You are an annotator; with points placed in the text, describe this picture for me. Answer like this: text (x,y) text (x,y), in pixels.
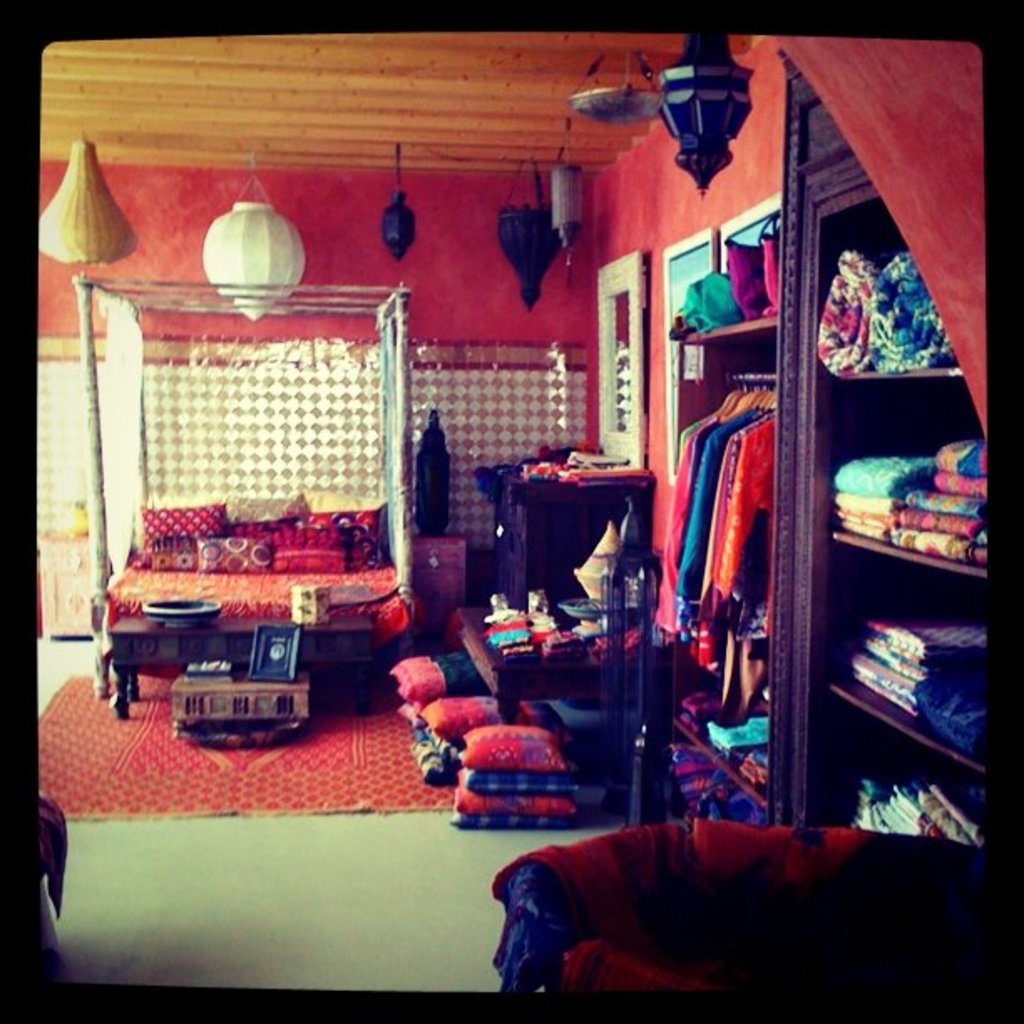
This is a picture of a room (499,402), in this picture on the right side (832,675) there are cupboards (862,724), in the cupboards (907,596) there are some clothes (700,527). And in the center (361,584) there is couch (256,610), on the couch (256,610) there are pillows (343,531) and beside the couch (335,578) there are some pillows (481,760), tables (477,629). And on the table (552,655) there are some clothes (501,643), and there is another table (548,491). On the table (558,472) there are some objects (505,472), and in the background (511,363) there is wall (306,489) at the bottom (211,919) there is floor (152,902). And on the floor (377,817) there is carpet (388,773) and in the bottom right hand corner (826,872) there are some pillows (603,896) are visible, and at the top of the image (114,249) there are some lamps (615,97) and ceiling (511,110).
